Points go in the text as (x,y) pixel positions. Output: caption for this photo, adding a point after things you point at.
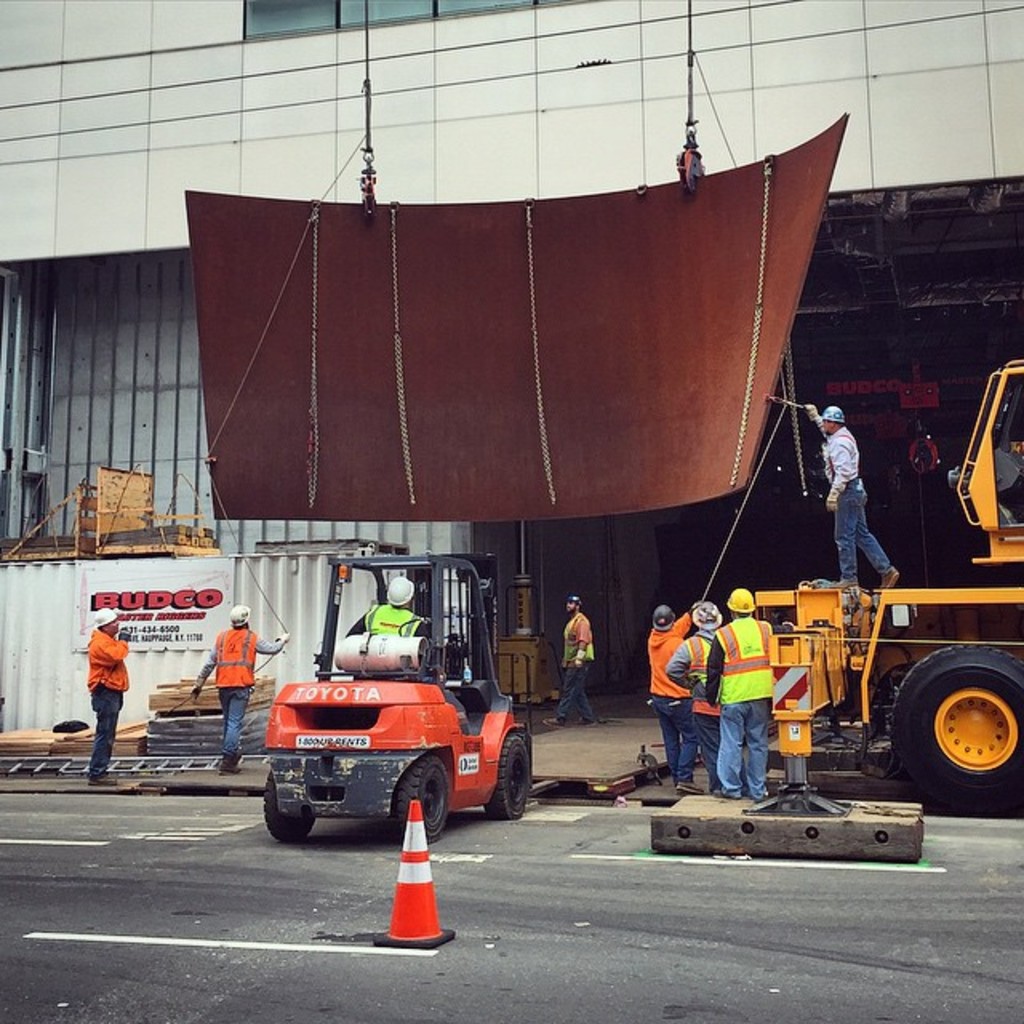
In this image on the right side (870,661) there is one vehicle (851,714), and in the center (488,674) there is another vehicle (458,695) and in that vehicle (405,651) there is one person (402,621) who is sitting. And on the right side (766,705) there are some people (731,673) who are standing, and they are doing something. In the background (151,172) there is a building (770,430), at the bottom (350,896) there is a road (562,908). On the road (455,896) there is one barricade (408,861) and in the background (107,517) there are some wooden sticks (123,745), and wooden boards (168,726) and a ladder (130,760) and some people (95,701) are standing.
